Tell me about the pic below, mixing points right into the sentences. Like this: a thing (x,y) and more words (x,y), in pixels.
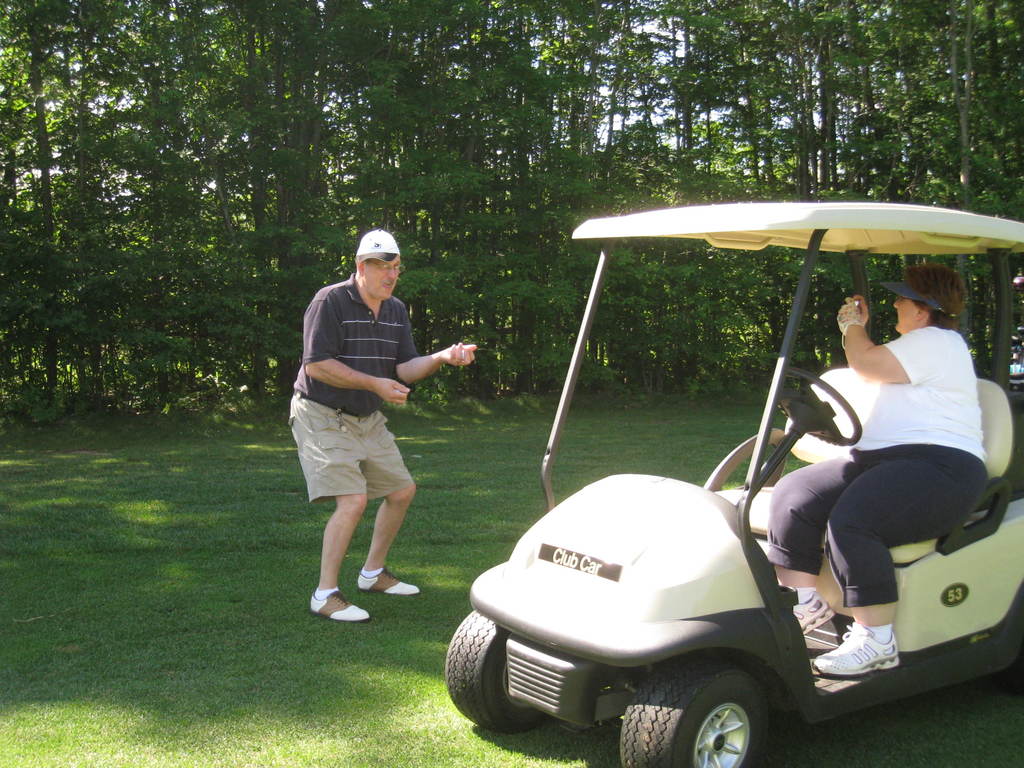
In this image we can see many trees (426,153) and a sky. There is a grassy land (148,658) in the image. A lady (832,543) is sitting in a vehicle (822,559) and holding some object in her hand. A person (398,453) is standing in the image. There is a sky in the image.
